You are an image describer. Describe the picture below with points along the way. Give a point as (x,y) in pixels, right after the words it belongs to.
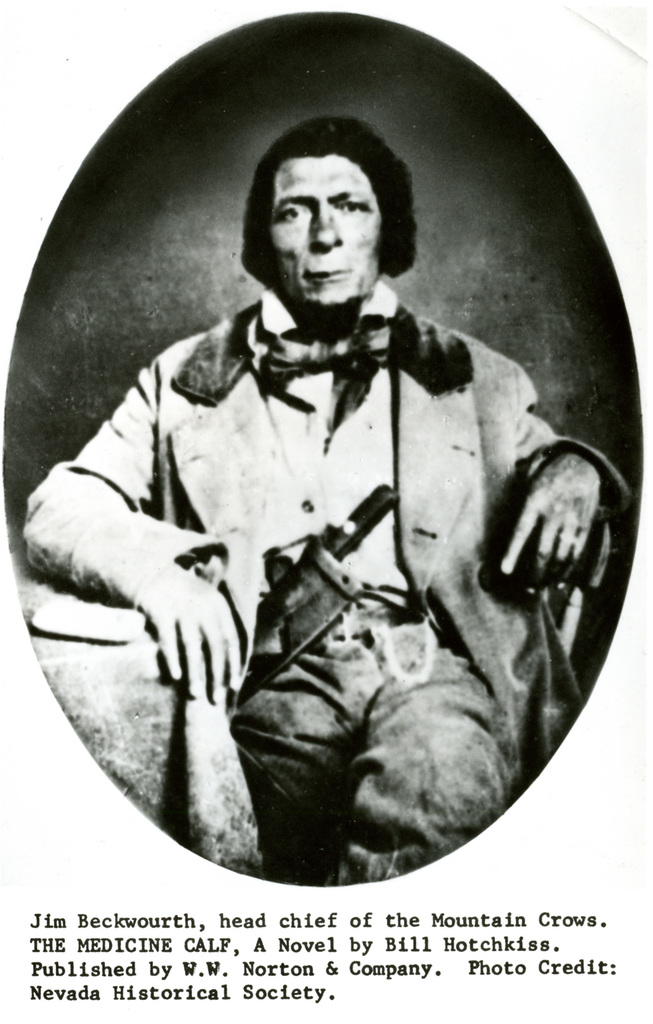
This is black and white image of a man (385,752) who is wearing coat (523,617) and sitting. Bottom of the image (211,957) text (211,957) is written.
